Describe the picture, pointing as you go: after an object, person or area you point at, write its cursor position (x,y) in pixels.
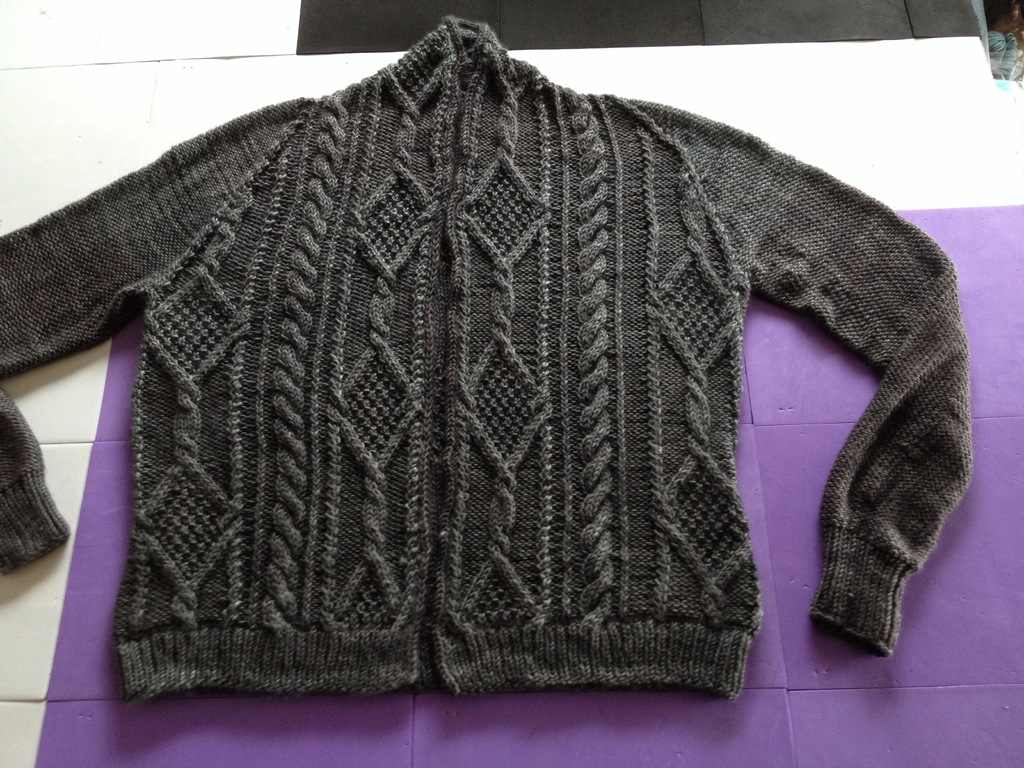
In this image I can see a wool cardigan (328,392) on the floor (350,729) or on object (339,762).
